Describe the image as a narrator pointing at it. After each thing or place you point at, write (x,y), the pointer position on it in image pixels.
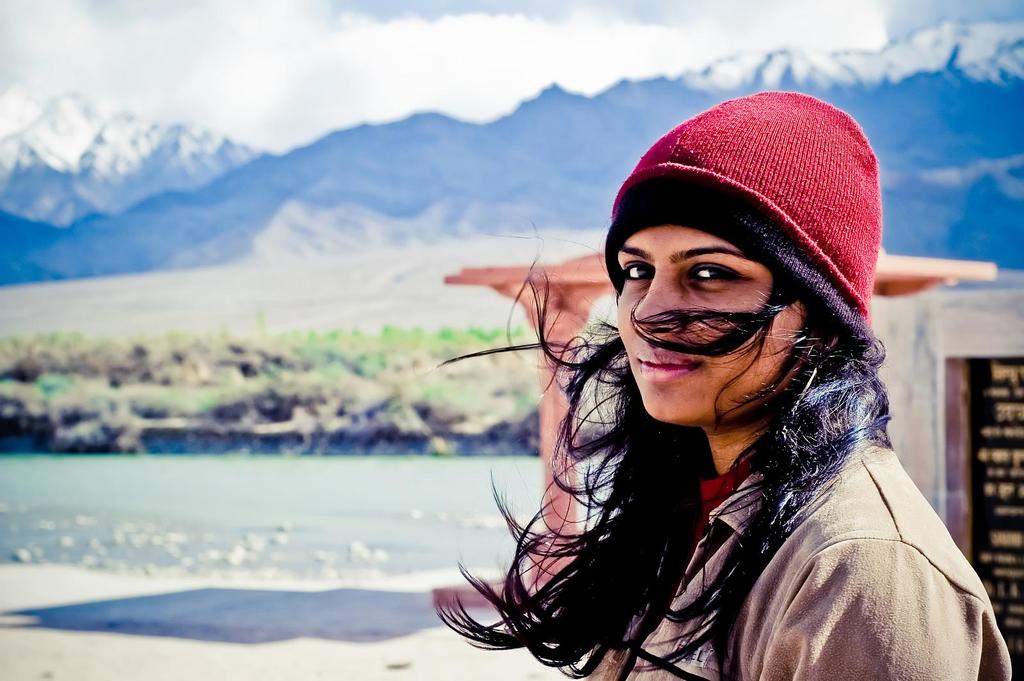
This image is taken outdoors. At the top of the image (223,51) there is the sky (360,18) with clouds (600,19). In the background (178,184) there are many hills (526,116) and there is a ground (301,370) with grass (169,367) on it. In the middle of the image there is a pond (364,507) with water (249,519). At the bottom of the image (243,659) there is a ground (266,622). On the right side of the image (984,325) there is a cornerstone (970,370) with a text (1005,484) on it and a woman (687,605) is standing on the ground (26,633).
